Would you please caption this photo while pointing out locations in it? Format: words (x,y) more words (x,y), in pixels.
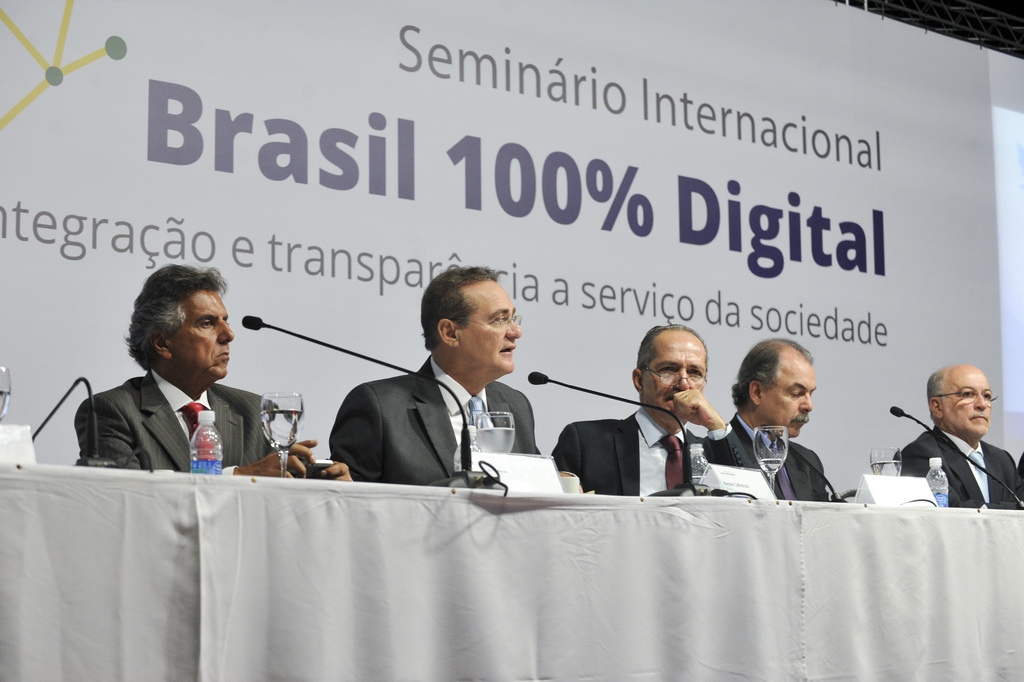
In this image we can see a few people (500,367) sitting, in front of them there is a table (434,515) covered with white color cloth (266,477), on the table (253,478), we can see water bottle (209,450), mics (467,433), glasses (780,460) and some other objects (740,475), in the background (232,193) we can see a poster (419,80) with some text (157,151).
